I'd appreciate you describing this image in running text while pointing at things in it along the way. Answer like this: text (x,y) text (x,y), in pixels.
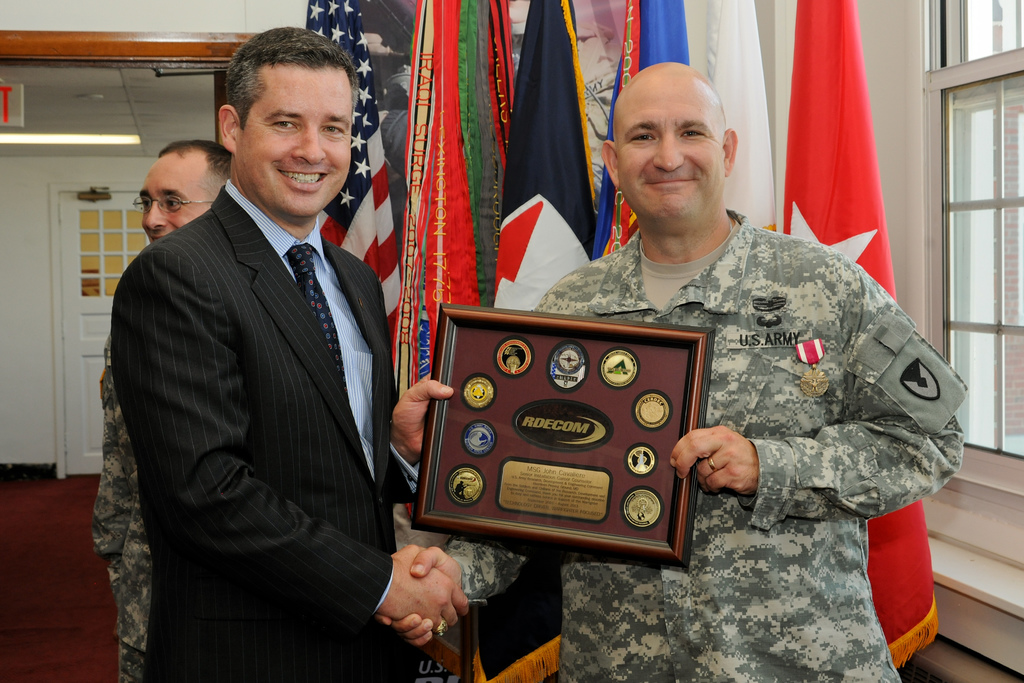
In this image, we can see people (317,350) holding an award (513,416) and one of them is wearing uniform (752,430) and the other is wearing a coat (299,340) and a tie (315,294). In the background (540,41), there are flags (556,53) and we can see another person (108,515) wearing uniform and glasses (170,200) and there is a door (118,227) and we can see a window (988,178), a board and a wall (44,438). At the bottom (49,607), there is a floor (58,584).
